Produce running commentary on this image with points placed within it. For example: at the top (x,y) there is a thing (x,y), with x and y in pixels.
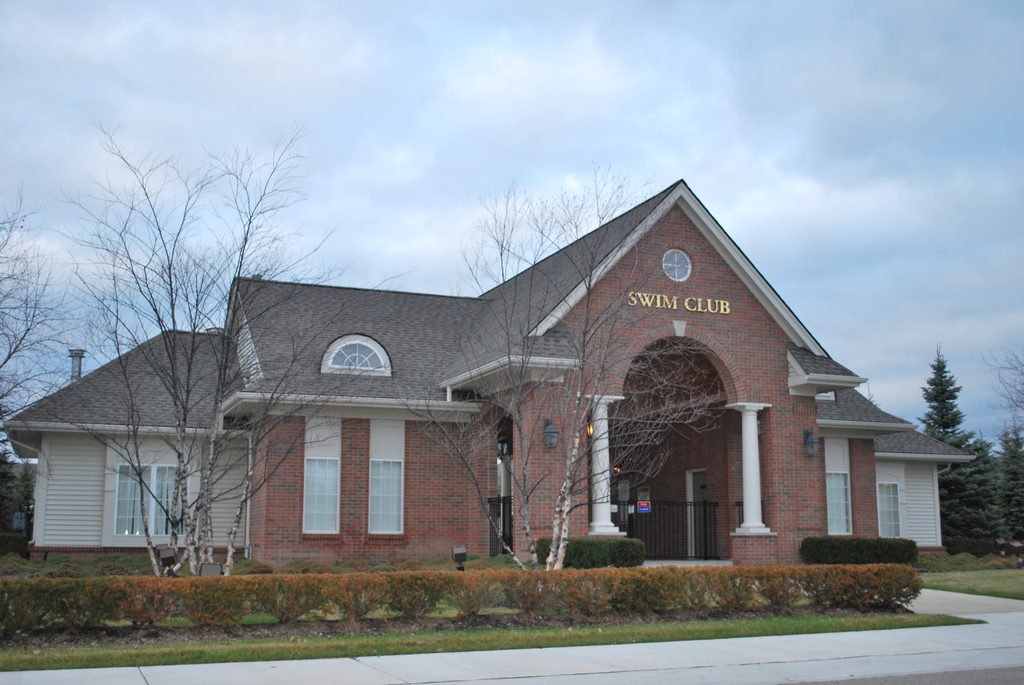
In this picture there is a building (513,517). At the bottom (9,606) I can see the road (484,658), grass (652,640) and plants (833,585). In the background (984,489) I can see many trees (1014,466). At the top (581,76) I can see the sky (601,97) and clouds (503,88).
